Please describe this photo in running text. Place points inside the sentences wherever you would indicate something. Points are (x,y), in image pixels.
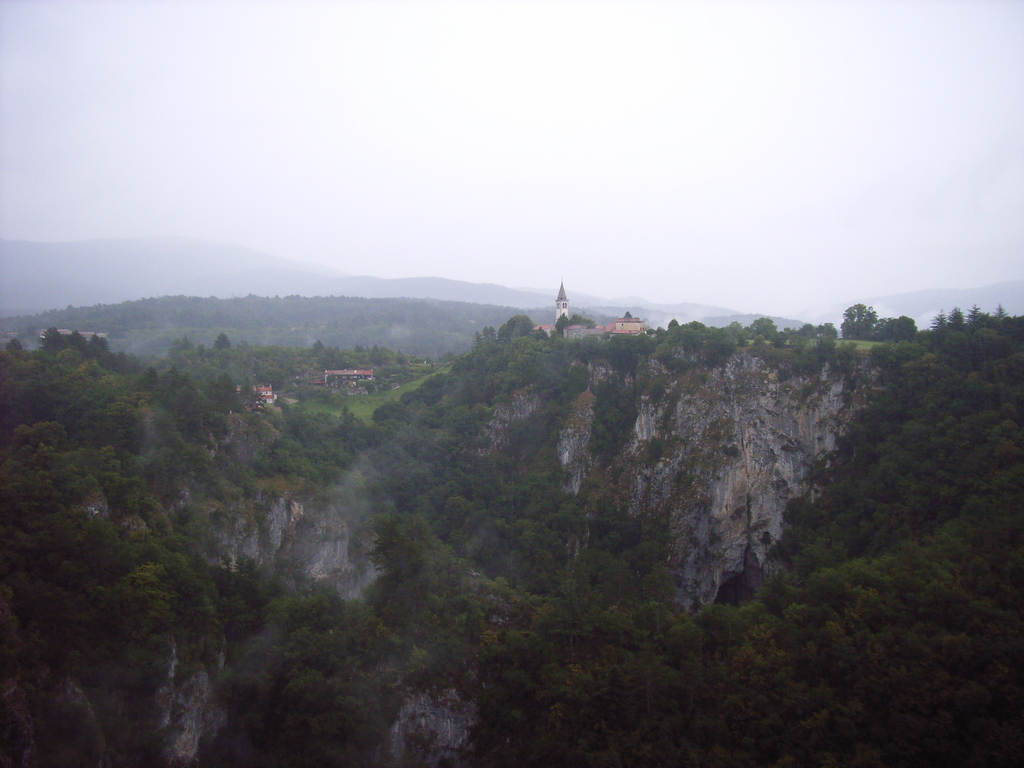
In this image there are mountains (655,403). There are trees (443,380) and grass (374,392) on the mountains (209,279). There are a few buildings (360,370) on the mountains (356,320). At the top (448,88) there is the sky (367,94).
